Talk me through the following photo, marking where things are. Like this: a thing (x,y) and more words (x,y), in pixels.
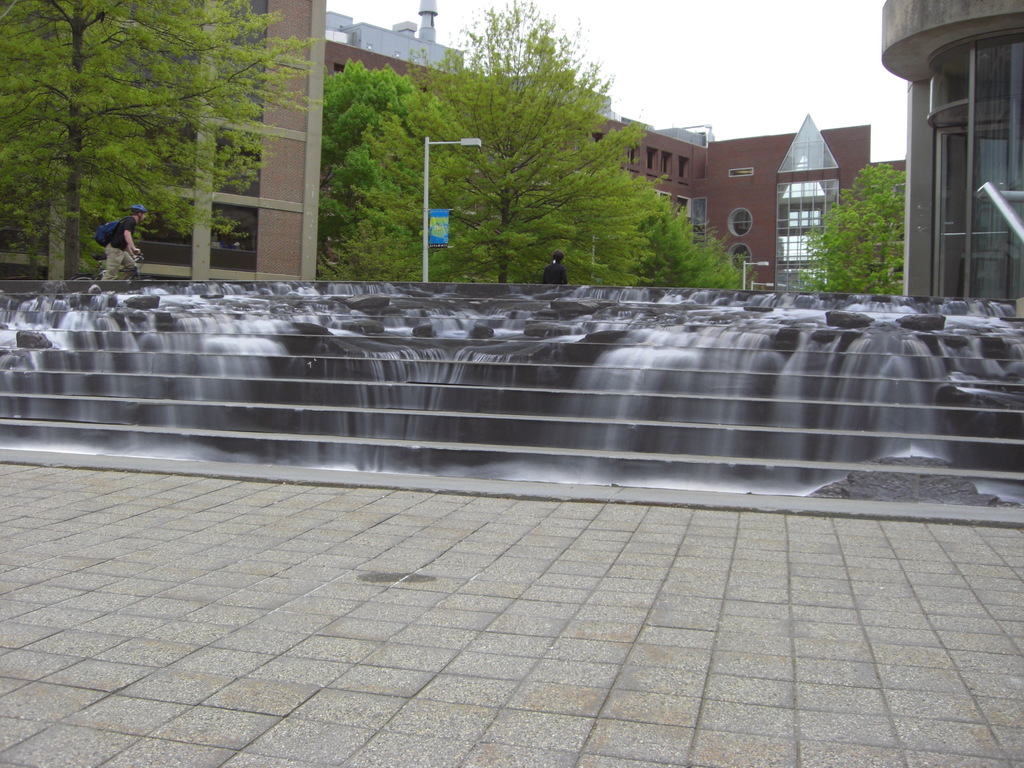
In this picture we can see a waterfall (274,443) on the stairs (420,475). There is a streetlight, few buildings (712,140) and trees (527,255) in the background (989,176).
